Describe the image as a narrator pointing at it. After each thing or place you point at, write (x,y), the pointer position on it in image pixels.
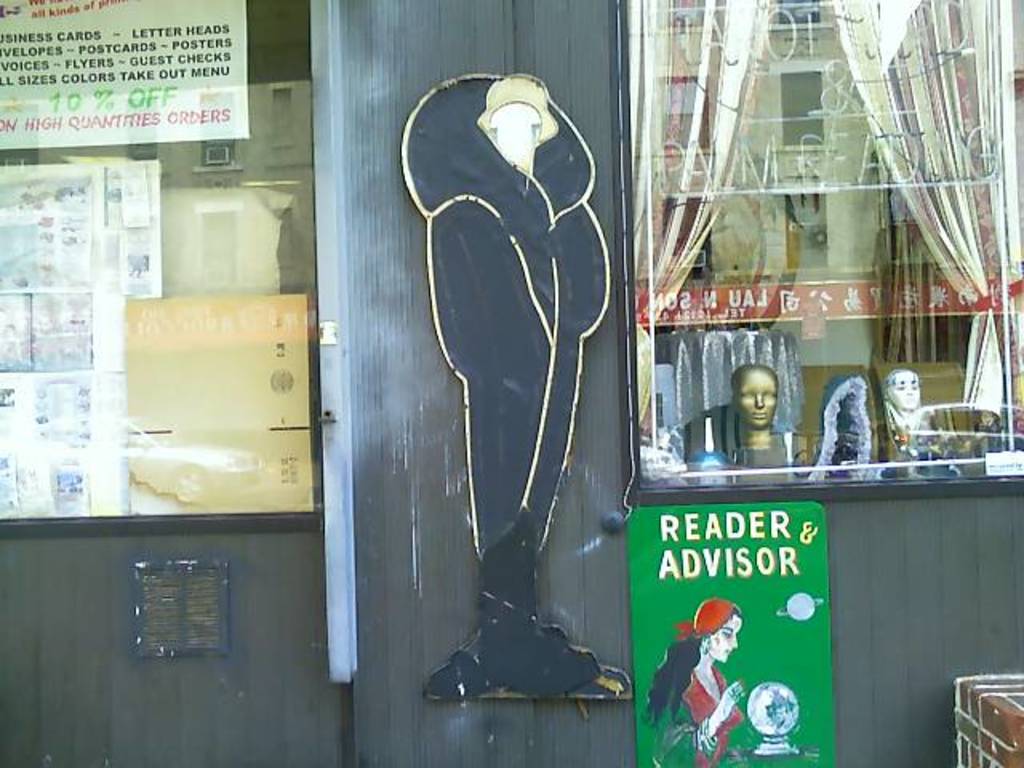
In this image we can see a door (389,371). There is a board (723,605) with some text (719,552). To the right side of the image (727,332) there are objects (795,391) placed in display. To the left side of the image (161,53) there are boards (139,84) with some text (92,95).
